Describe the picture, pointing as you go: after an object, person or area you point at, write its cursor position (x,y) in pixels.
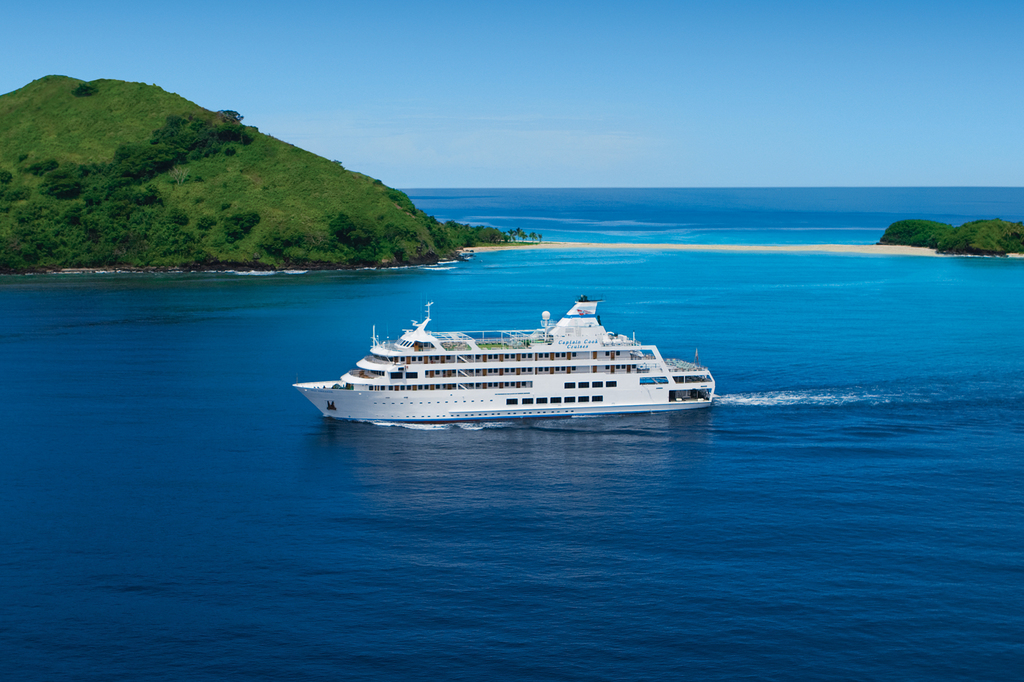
In the middle (463,412) I can see a boat (713,392) in the water (615,448). In the background (273,228) I can see trees (132,200), mountains (268,192) and the sky (571,172). This image is taken may be in the ocean (790,502).
